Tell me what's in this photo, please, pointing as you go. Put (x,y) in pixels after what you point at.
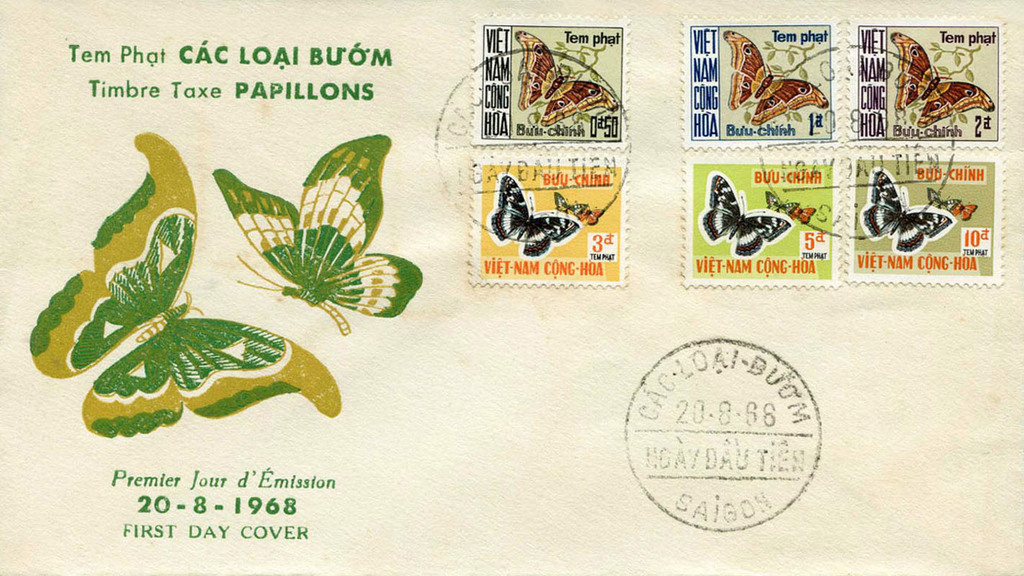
In this image I can see few butterfly stickers (711,219) attached to the paper (700,472). I can see the stamp (647,374), butterflies (157,229) and something is written on it.
